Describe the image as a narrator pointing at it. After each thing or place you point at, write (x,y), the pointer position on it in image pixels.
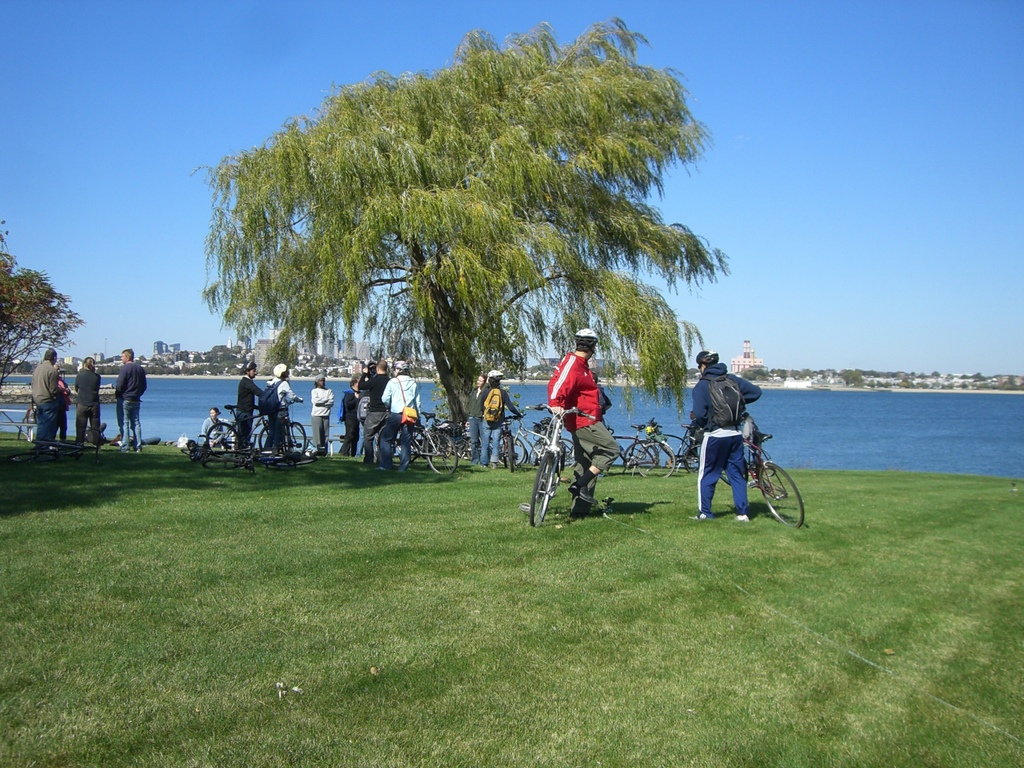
This is the picture of a city (520,376). In the foreground (648,305) there are group of people (478,377) standing and few people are holding the bicycles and there are bicycles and trees (417,253). At the back (73,357) there are buildings (73,357) and trees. At the top (244,119) there is sky (84,53). At the bottom (462,624) there is water (861,444) and there is grass (445,626).
